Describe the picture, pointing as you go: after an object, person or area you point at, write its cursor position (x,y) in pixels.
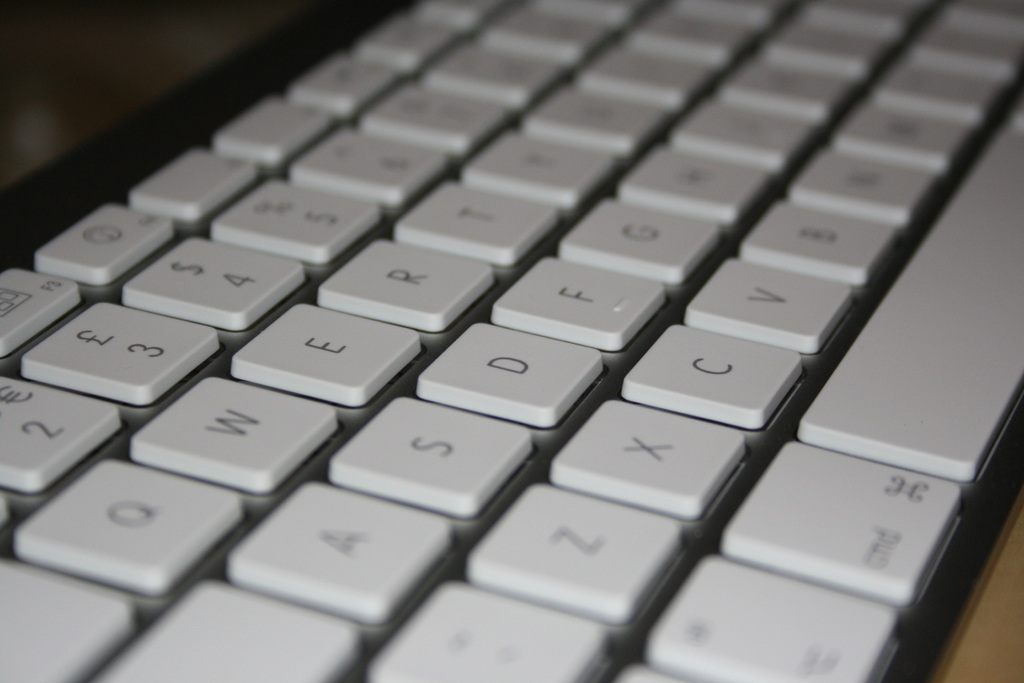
In this image we can see keyboard (336,486) placed on the table (955,646).
